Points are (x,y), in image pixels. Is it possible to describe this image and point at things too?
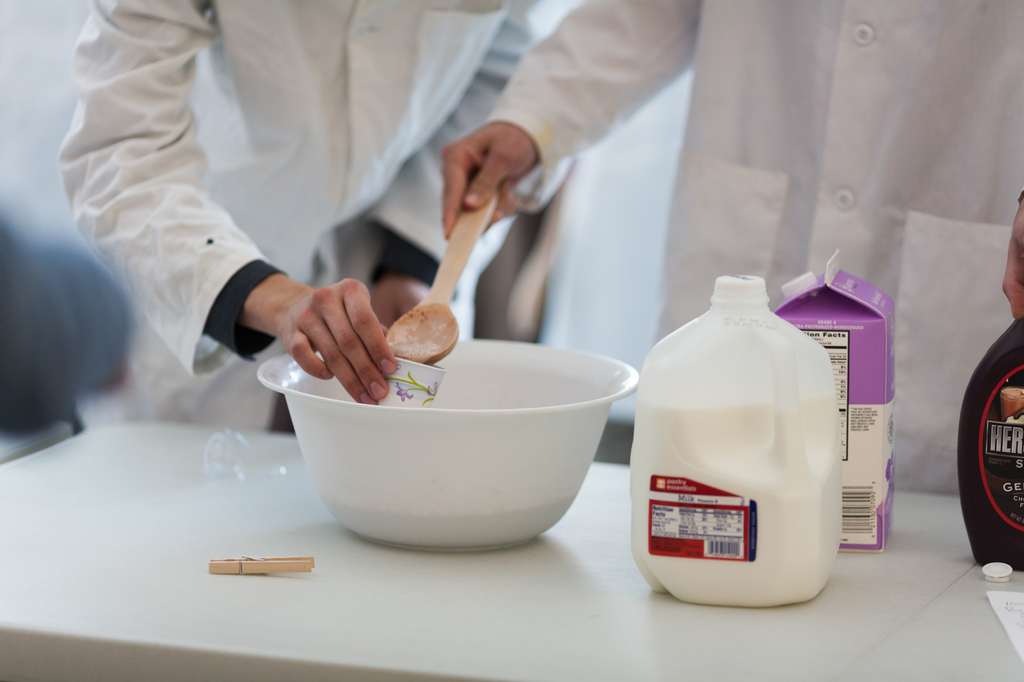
In this picture I can see a table (322,519) in front (960,669), on which there is a bowl (480,364), a bottle (646,411) and a box (867,385). I can also see another bottle (966,426) and I see something is written on it. Behind the table (891,530) I can see 2 persons (430,124) standing and I see both of them are wearing white color dress (544,95) and the person (114,124) on the left (246,172) is holding a cup (414,371) and the person (682,215) on the right (745,164) is holding a spoon (444,273) and I see that it is blurred in the background (564,268).
